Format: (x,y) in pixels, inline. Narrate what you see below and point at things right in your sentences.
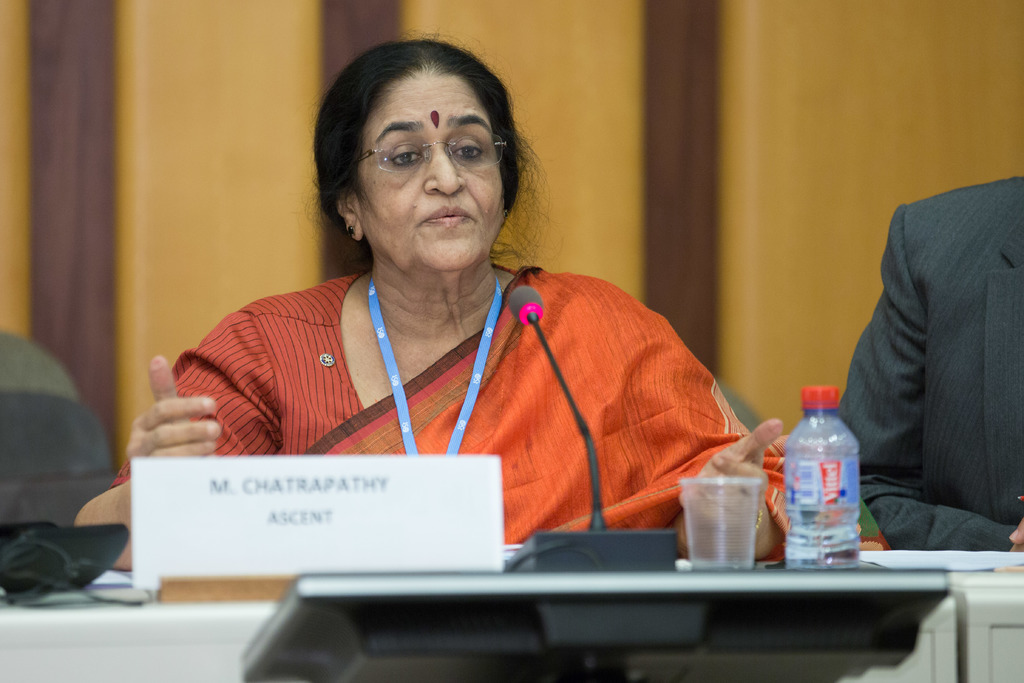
In this picture we can see a woman (597,314). She is talking on the mike (534,303) and she has spectacles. This is table (180,625). On the table (880,559) there is a bottle (805,505) and a glass (703,536).
